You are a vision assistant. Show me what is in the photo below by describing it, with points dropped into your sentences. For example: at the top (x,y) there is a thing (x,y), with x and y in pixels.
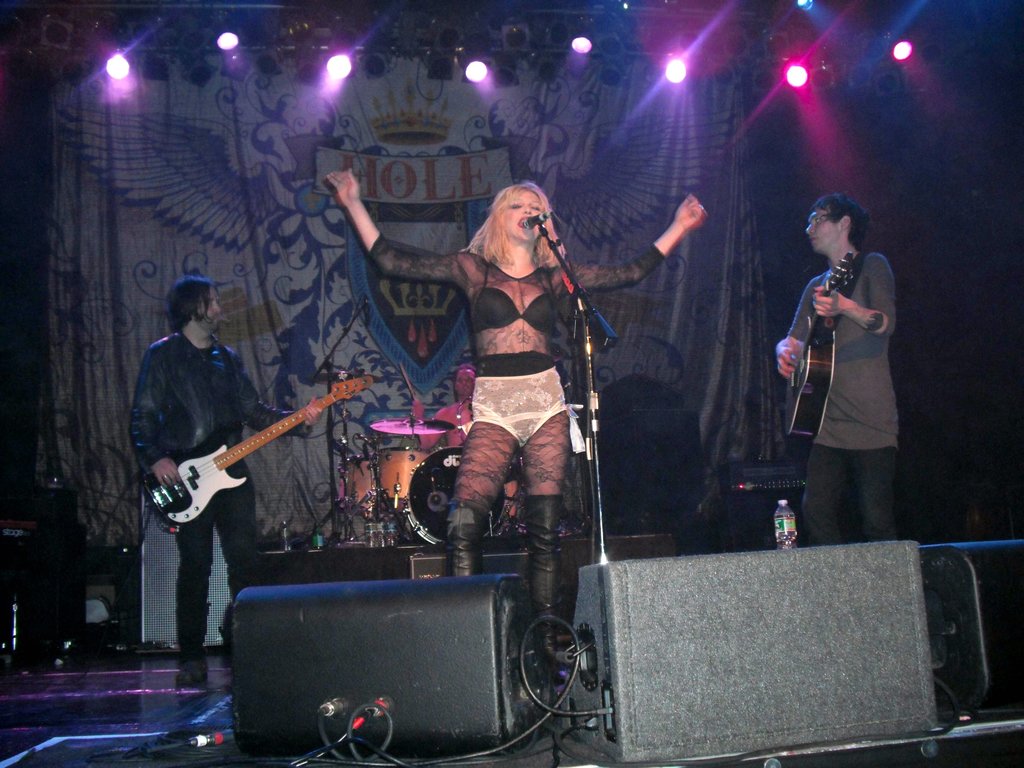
The picture is taken on the stage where in the center (533,451) the woman (507,353) is standing and singing in the microphone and at the right corner of the picture (833,392) the person (833,392) is playing a guitar (811,412), in front of him there is a water bottle (788,543) and speakers (627,660) and in the left corner of the picture (254,489) one person (215,414) is playing guitar (200,487) wearing jacket (203,417) behind him there is a big curtain (87,287) and write some text (420,162) on it, upon that there are focus lights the woman (505,236) is wearing a dress (510,414) and boots (542,563), behind her there is a person (466,410) playing drums (407,427).
